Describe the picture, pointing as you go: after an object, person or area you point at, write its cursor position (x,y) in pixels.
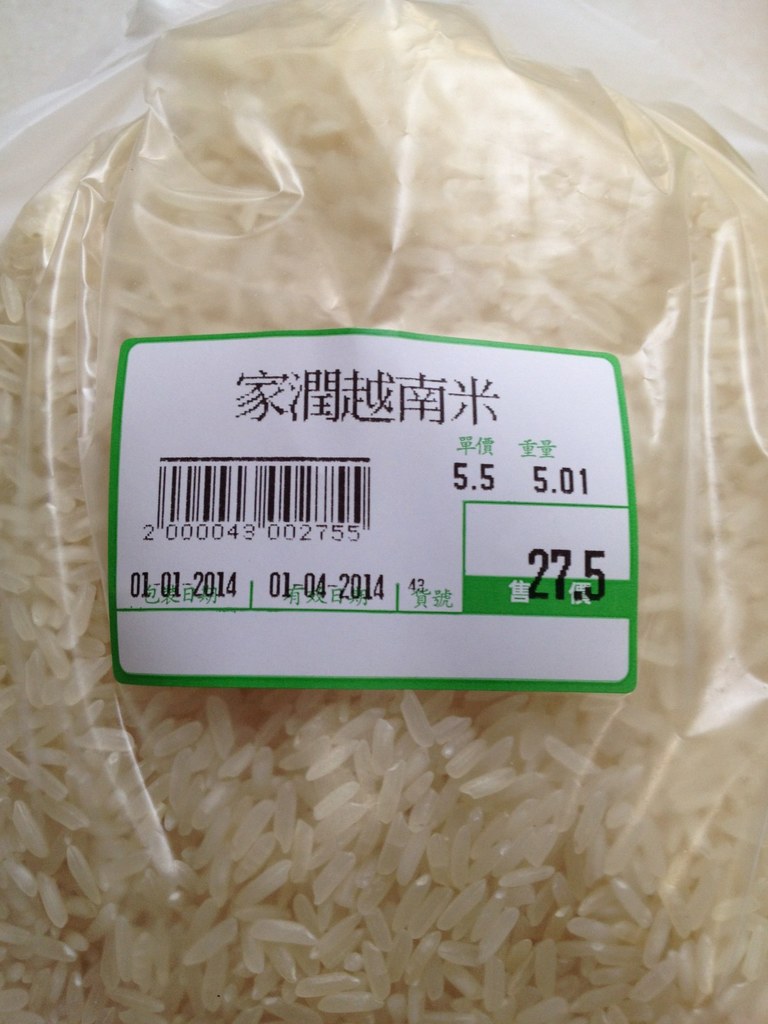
In the center of the image (328,468) there is rice (376,757) in cover (249,125). There is a sticker (345,575).
